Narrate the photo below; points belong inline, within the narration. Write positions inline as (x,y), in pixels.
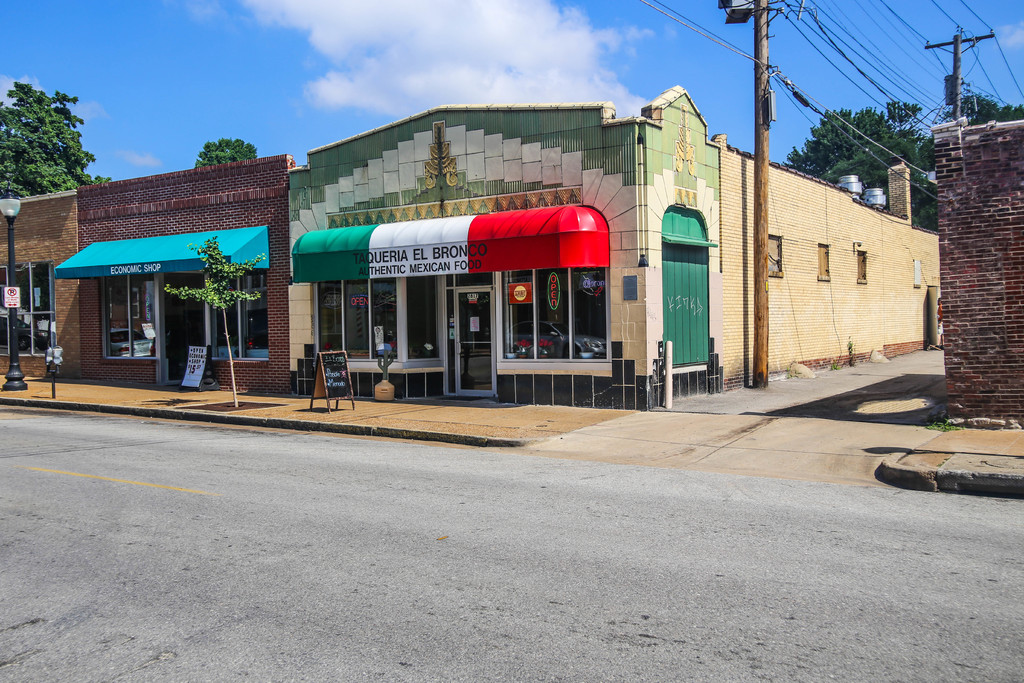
This picture is clicked outside. In the center (599,392) we can see the houses (477,156) and we can see the text (387,253) on the tents (383,261) and we can see the doors (456,324) and windows (133,324) of the houses (743,266). In the background (120,74) we can see the sky (203,92), trees (22,157), cables (846,57) and poles (955,38) and there are some objects (204,380) placed on the ground (260,393) and we can see some other objects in the background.
